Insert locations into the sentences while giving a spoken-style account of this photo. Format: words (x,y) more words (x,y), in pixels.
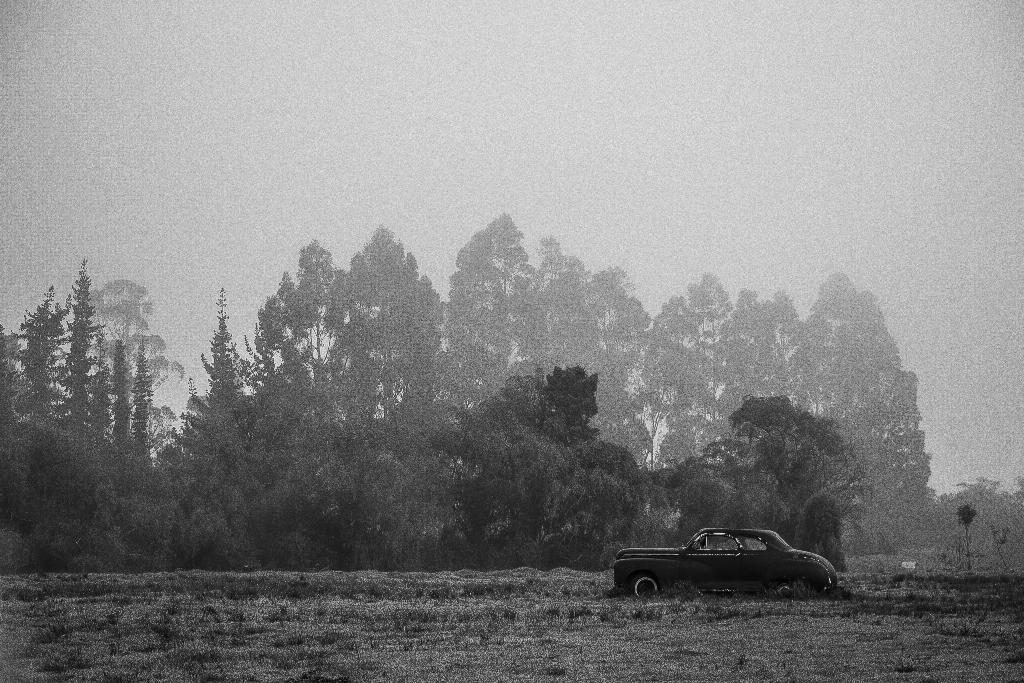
In this image we can see a car (702,575) on a ground (500,608). In the background (401,480) there are trees (692,461) and sky (655,210).
